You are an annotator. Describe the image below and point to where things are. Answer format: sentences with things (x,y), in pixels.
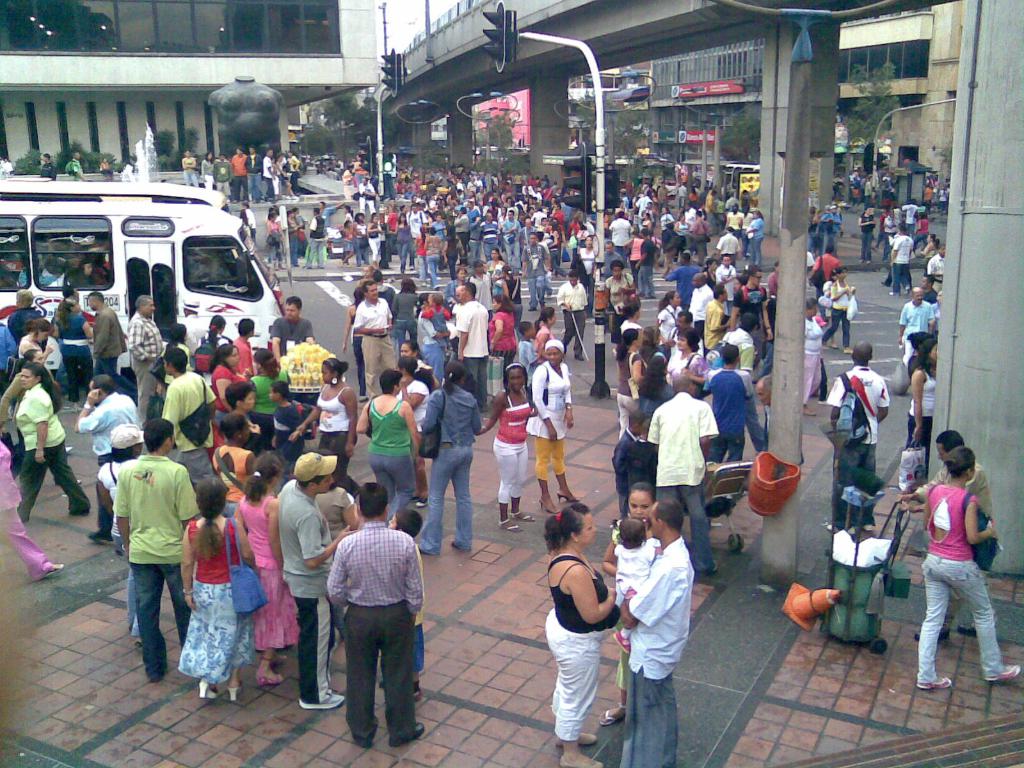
This picture is clicked outside. In the center (610,320) we can see the group of persons (544,213), traffic lights (503,17), poles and many other objects (734,486). On the left (66,231) we can see the vehicles (172,195). In the background (13,68) we can see the buildings (317,64), lights (104,28), plants (106,151), trees (324,145), text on the boards (683,140) and many other objects (769,182).
